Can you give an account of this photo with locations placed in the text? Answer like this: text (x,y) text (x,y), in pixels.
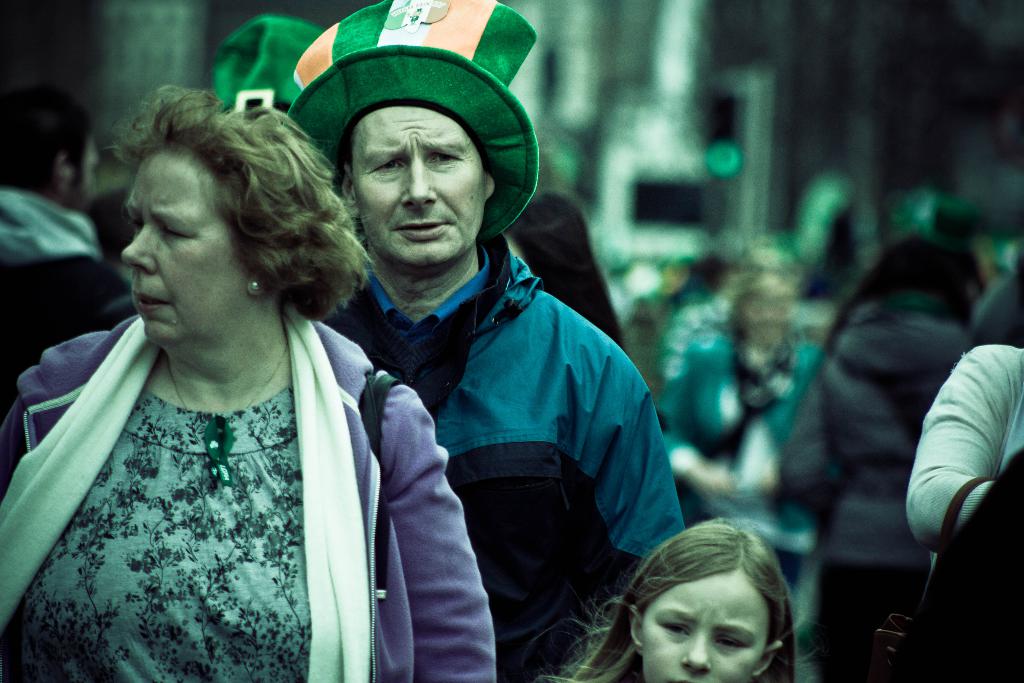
In this image we can see there is a group of people (426,390) walking and at the back (652,186) it looks like a blur.
